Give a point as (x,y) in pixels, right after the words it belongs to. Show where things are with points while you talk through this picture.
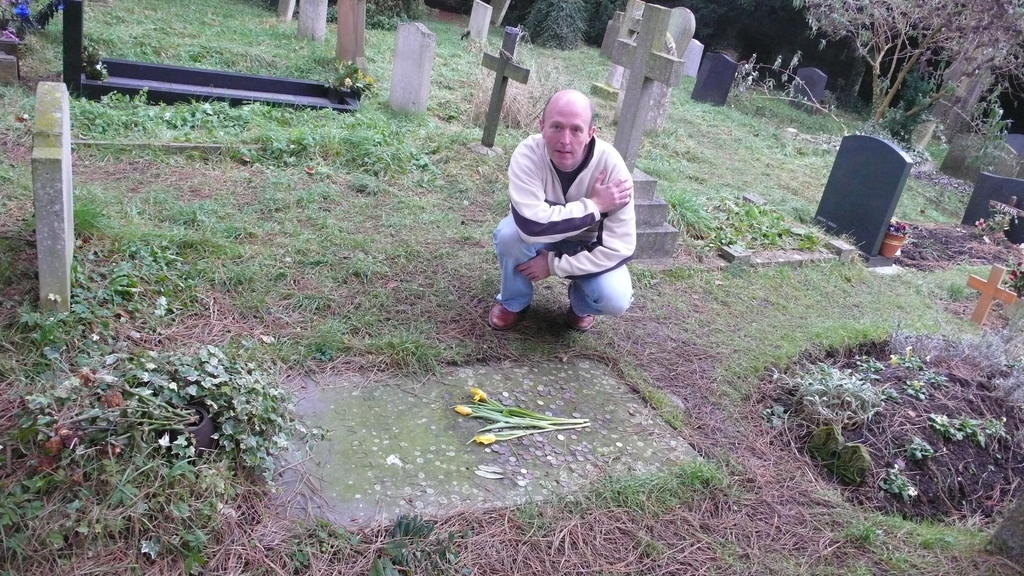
There are yellow color flowers (478,391) on the grave (339,430). Beside this, there is a person (510,319) sitting on his feet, on the grass (530,334) on the ground (241,330). In the background (44,168), there are other graves (47,105), some of them are having cross (627,107), there are trees (827,12) and plants (364,73).
